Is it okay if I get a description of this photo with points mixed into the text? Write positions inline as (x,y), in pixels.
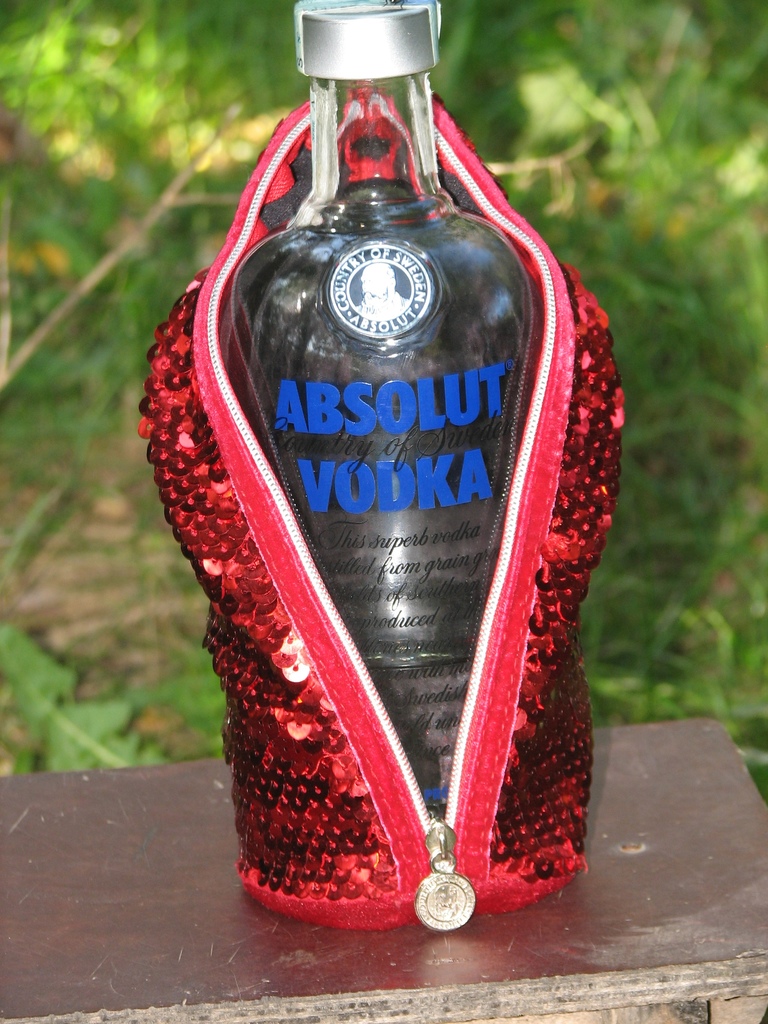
There is a vodka bottle (396,470) in the picture, packed in a zipper bag (528,667), kept on a table (89,876). In the background (637,151) we can observe grass (537,131) here.
